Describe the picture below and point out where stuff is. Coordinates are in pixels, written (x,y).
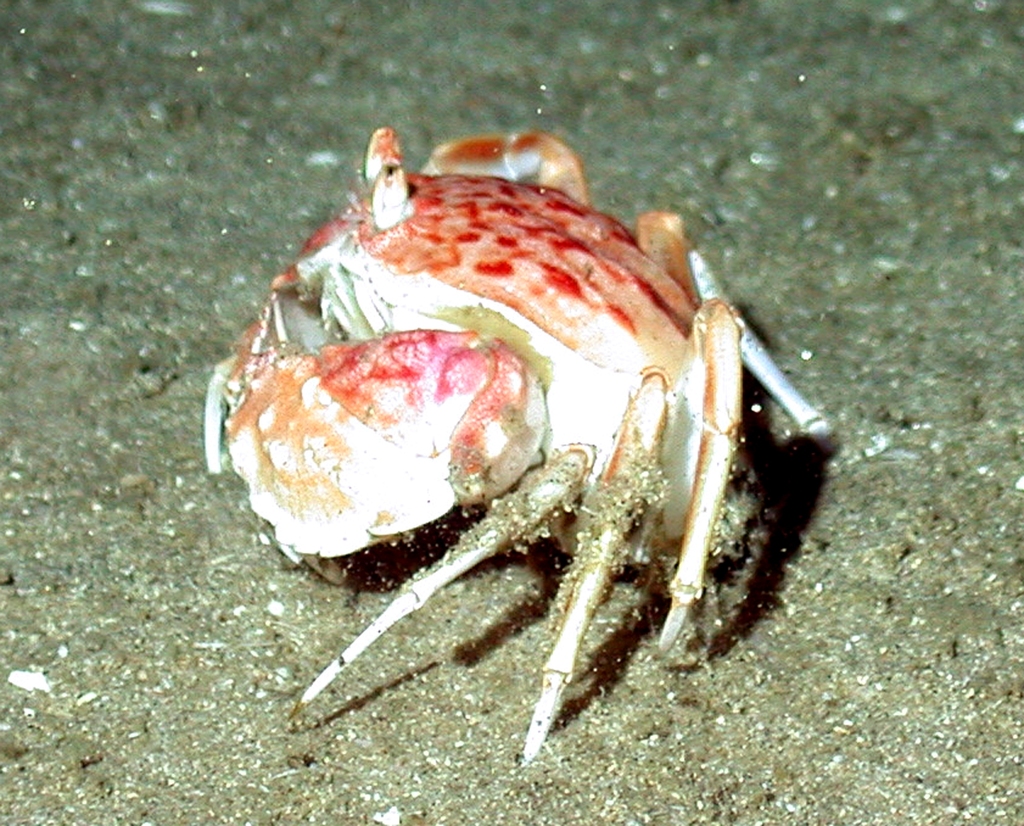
In this picture we can see an underwater environment (602,207), there is a crab (587,279) in the middle (625,288).
